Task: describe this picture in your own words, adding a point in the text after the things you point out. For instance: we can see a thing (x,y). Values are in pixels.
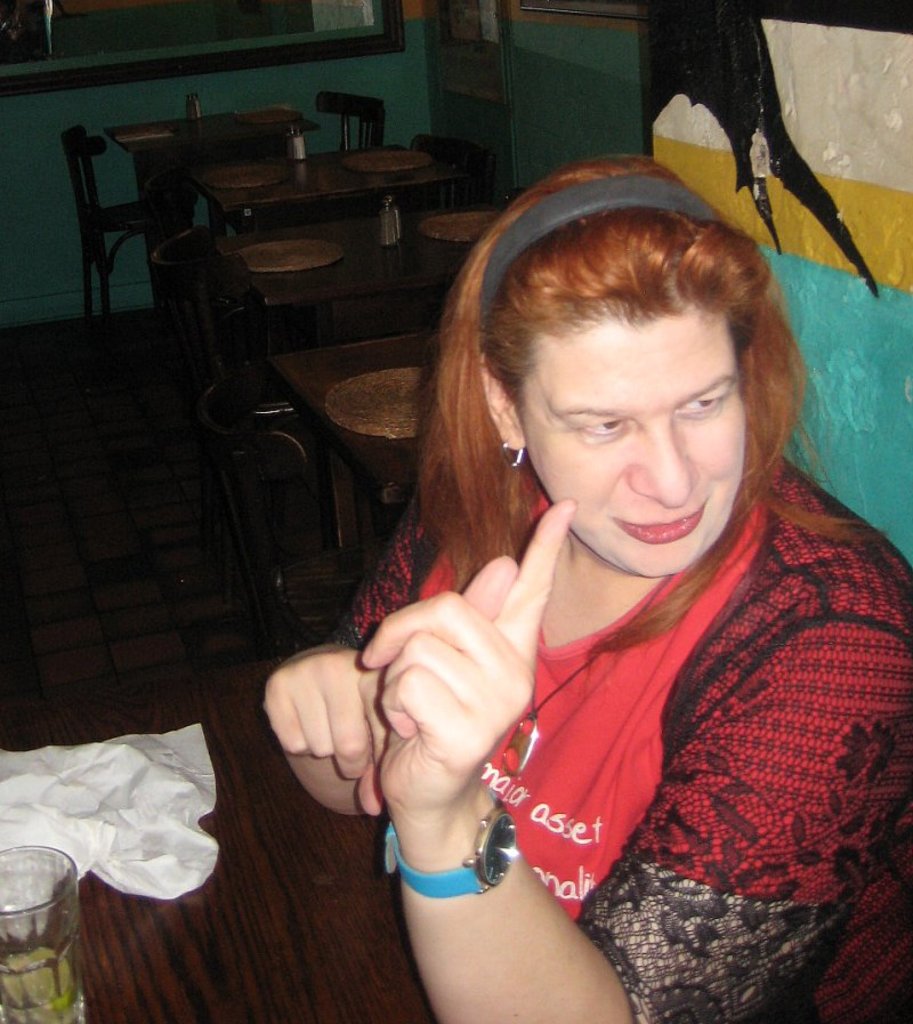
In the foreground of the picture (635,675) there is a woman (636,639) sitting, in front of her there is a table (234,787), on the table (214,731) there are glass (56,862) and tissue (56,789). In the center of the picture (339,404) there are chairs (262,403) and tables (440,254). In the background (262,52) there is a window (300,57).
